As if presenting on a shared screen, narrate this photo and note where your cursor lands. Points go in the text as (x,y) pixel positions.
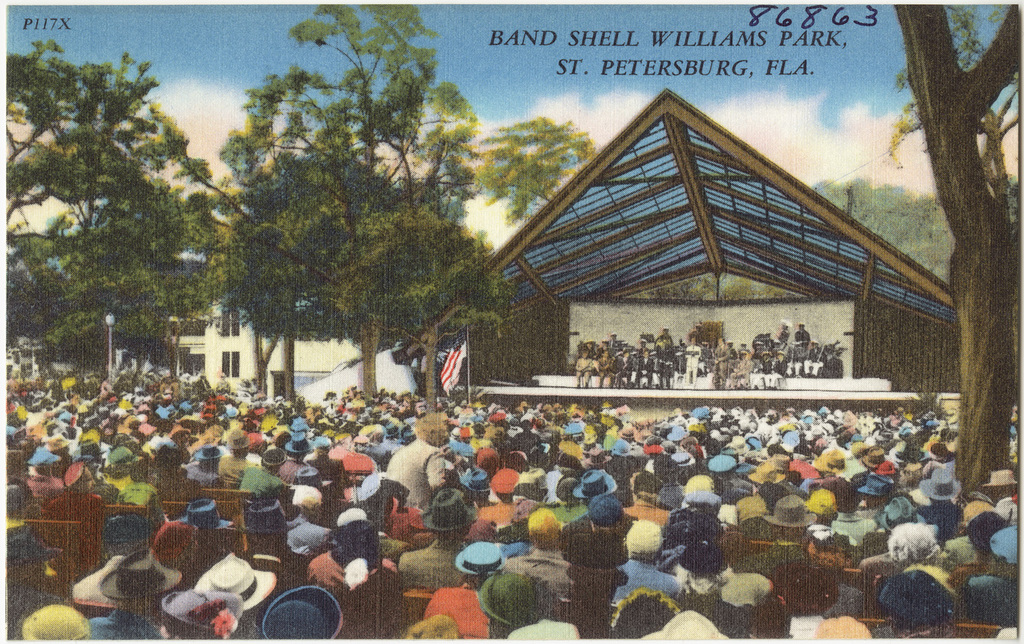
This image is consists of a poster (498,319), in which there are people (888,636) those who are sitting at the bottom side of the image (593,540) and there is a stage (675,259) in front of them, there is a flag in the center of the image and there are trees (537,138) and buildings (263,345) in the background area of the image (151,281).
